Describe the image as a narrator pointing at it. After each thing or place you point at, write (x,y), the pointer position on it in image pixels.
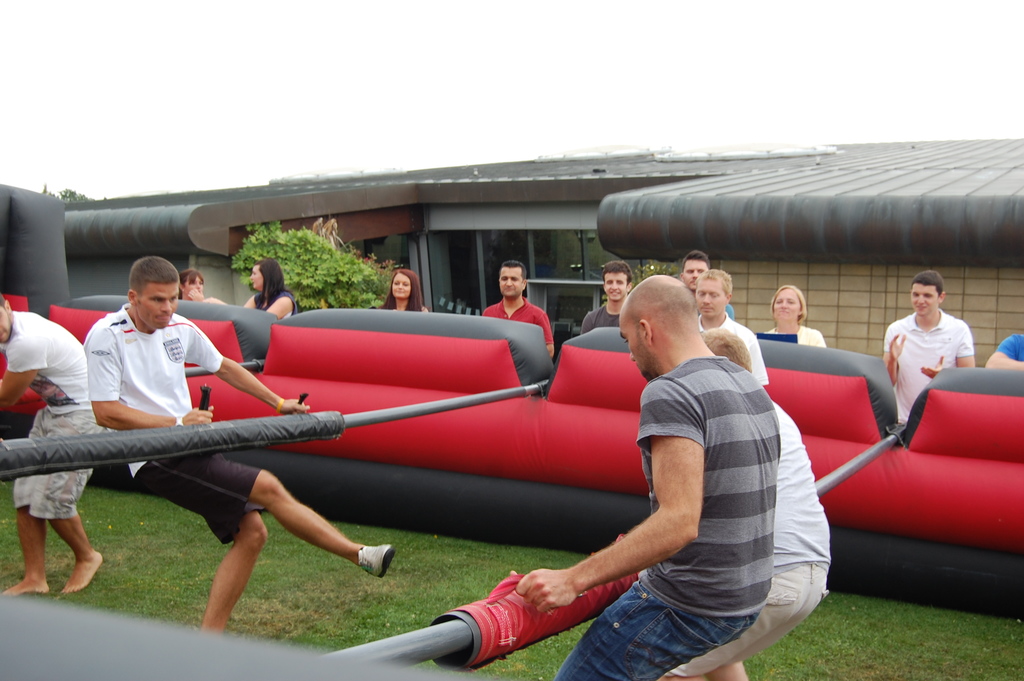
In this image we can see a group of men (577,586) standing on the ground (395,580) holding the poles (534,607). We can also see some poles (470,627), grass (584,626), an inflatable (633,509), a building (523,251), a group of people (292,301), some plants (305,301) and the sky (436,91) which looks cloudy.
